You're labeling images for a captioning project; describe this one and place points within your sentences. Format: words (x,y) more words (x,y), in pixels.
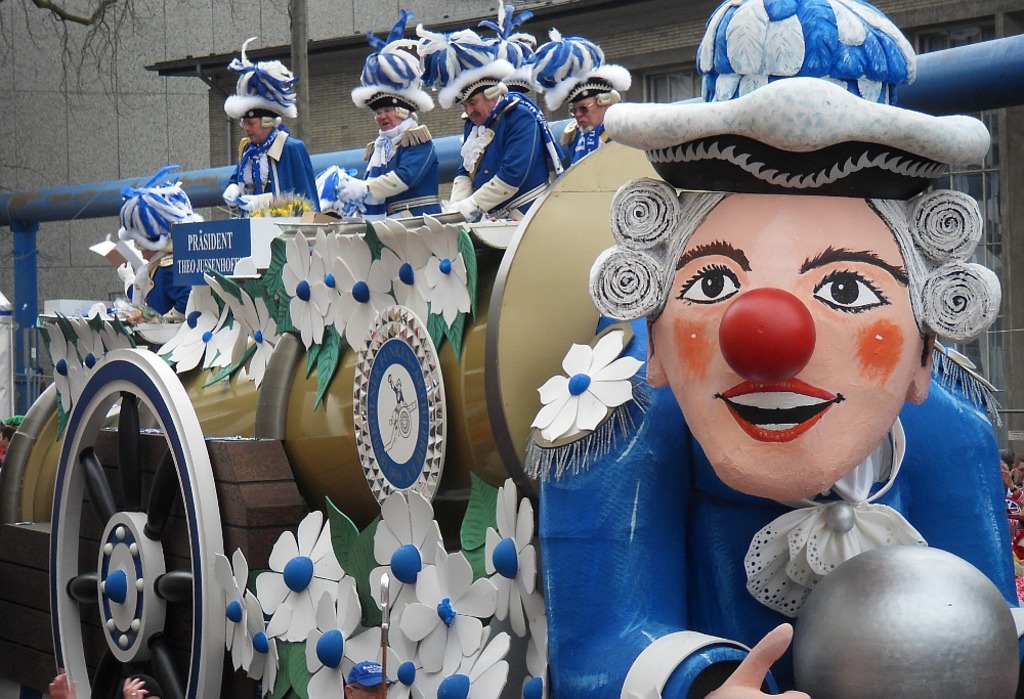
In this image, we can see a group of people (415,194) are wearing a hat (588,97). Here we can see some decorative items (471,526). Background (188,83) there is a house (309,107) with glass windows (986,202). Here we can see a pole (302,24).
